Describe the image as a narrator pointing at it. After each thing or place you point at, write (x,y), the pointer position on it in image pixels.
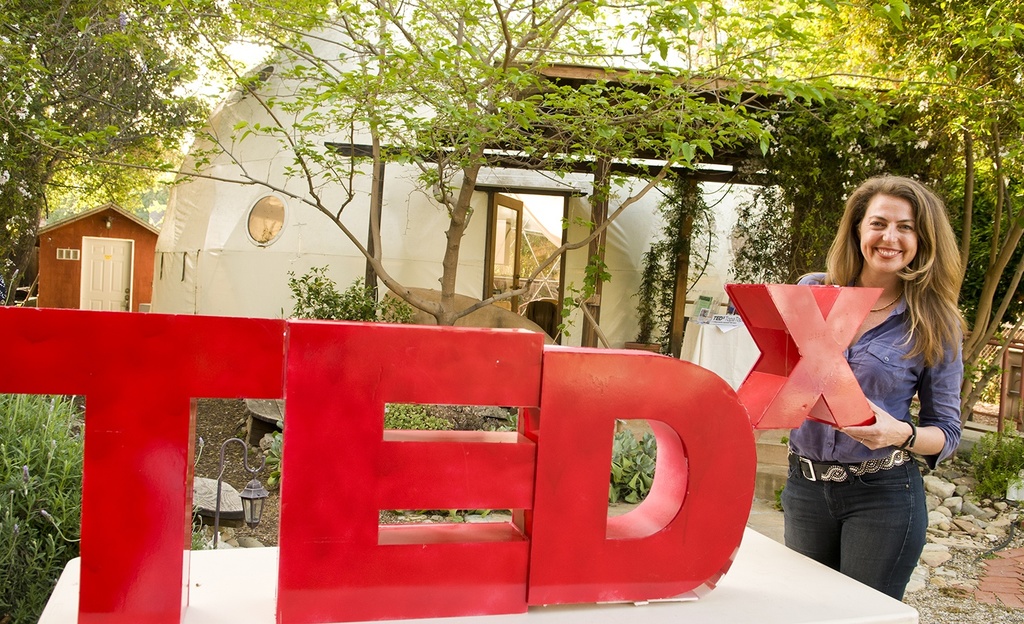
A lady (872,406) wearing a blue shirt (886,373) is holding a X (801,356). And there is a table (797,593). On the table (803,568), there is written TED (128,499). And there is a lamp (259,502). on the background (304,233) there is a building (213,217). There are trees (742,115), stones (972,526), a door (492,231) and some plants (47,433) are there.
